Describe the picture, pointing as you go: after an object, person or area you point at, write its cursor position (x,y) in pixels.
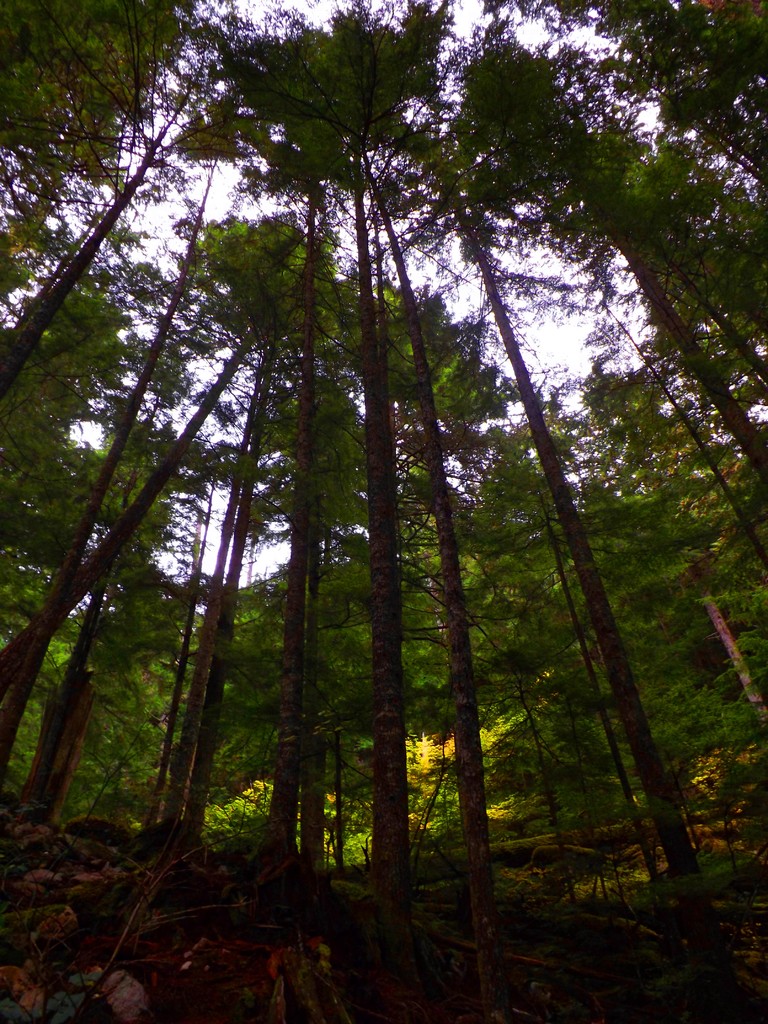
There are trees (110,687) and plants (526,795) on the ground (631,1013). In the background (565,322), there is sky (565,322).
